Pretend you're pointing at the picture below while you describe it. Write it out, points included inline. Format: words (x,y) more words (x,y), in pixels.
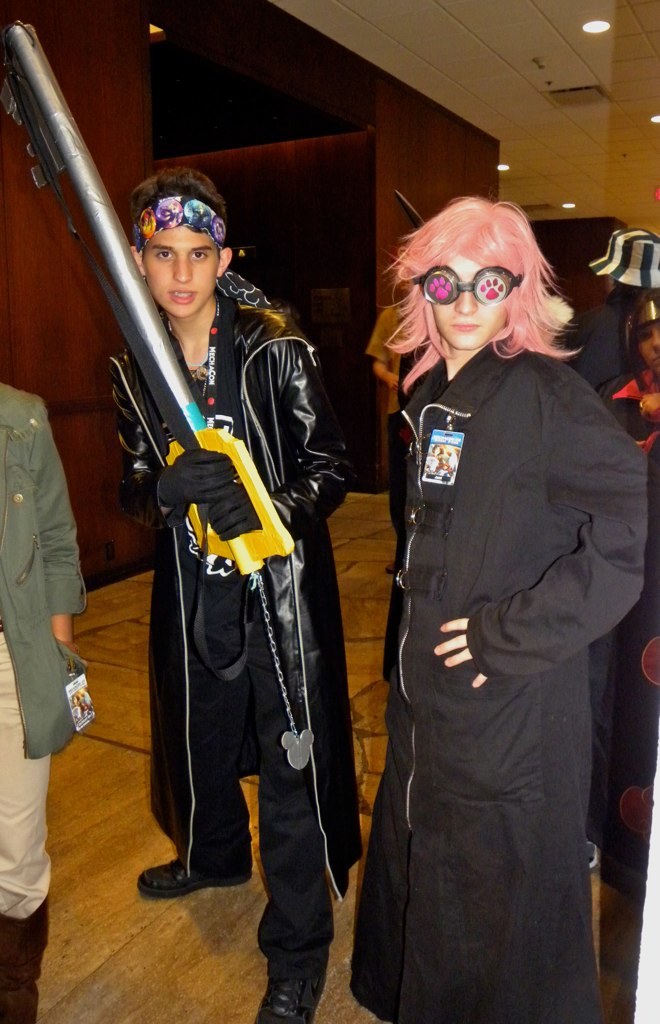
In this image few people (53,726) are standing. A person (223,711) is holding an object (230,472). There are lamps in the roof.
